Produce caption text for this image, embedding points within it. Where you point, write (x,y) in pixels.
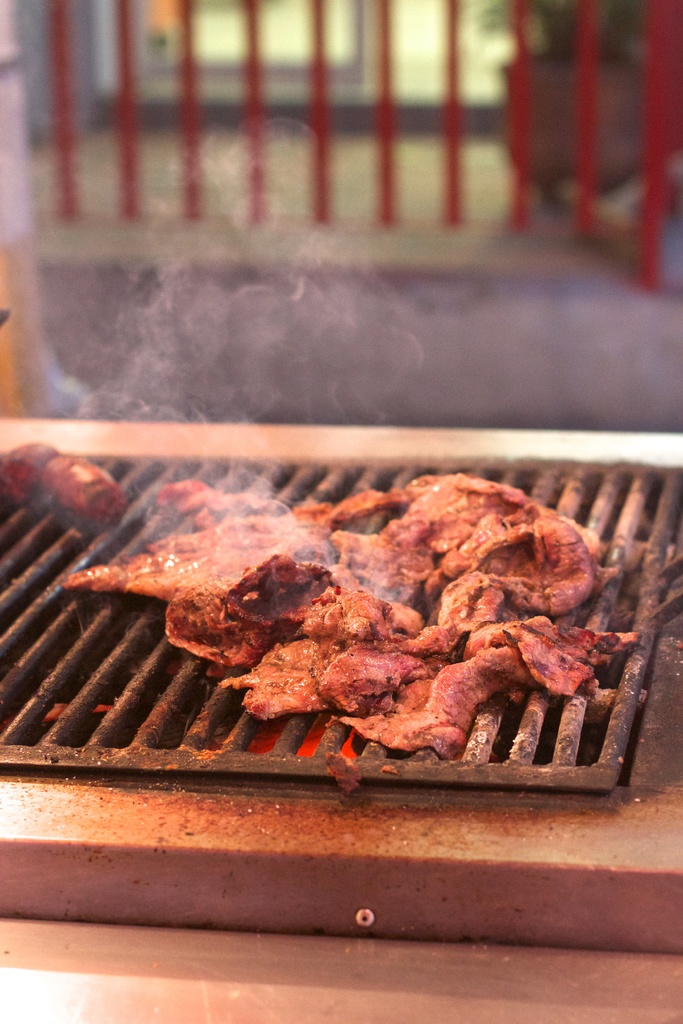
In this image I can see there are meat items (266,687) on an iron grill (272,753), there is the fire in it.
